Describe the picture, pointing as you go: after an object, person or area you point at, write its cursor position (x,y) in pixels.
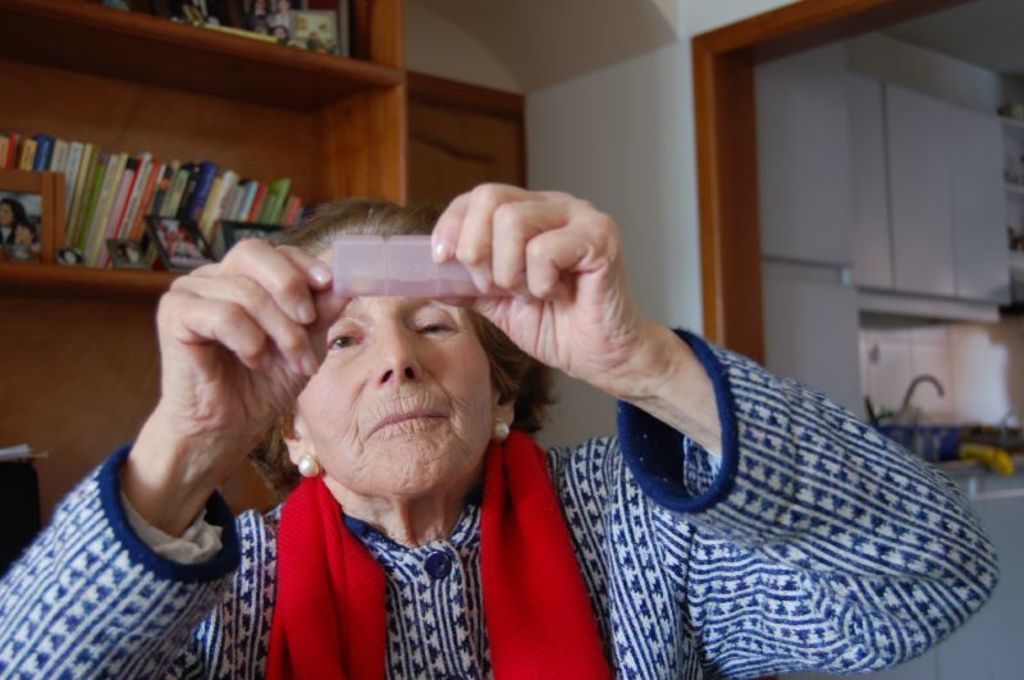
In this image I can see a woman (474,508) and I can see she is holding an object (409,260). I can also see she is wearing blue and white colour dress (249,597) and on her shoulders (303,536) I can see a red colour cloth (351,555). In the background (80,230) I can see number of books (159,209) and few frames (198,248) on the shelves (22,404). On the right side of the image (850,356) I can see few cupboards (862,237), a water tap (927,377) and few other stuffs (933,432). I can also see this image is little bit blurry in the background (810,333).
